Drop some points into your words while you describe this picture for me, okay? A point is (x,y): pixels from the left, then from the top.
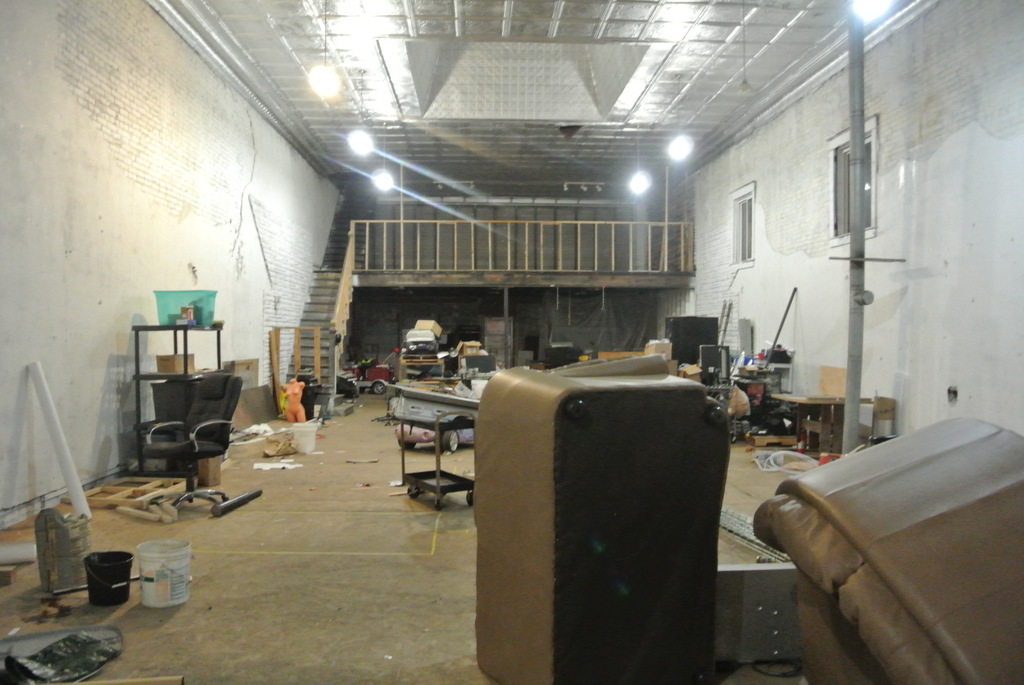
In this image, we can see a chair (227,382), some buckets (171,567), rods (61,453), stands (149,328), some repaired sofas (520,377), wooden blocks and some other objects (76,643) on the floor (388,539). In the background (315,294), we can see lights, stairs (334,254), railings (425,221), windows (734,232) and there is a wall (156,223) and a pole (860,251). At the top (507,80), there is a roof (509,88).
